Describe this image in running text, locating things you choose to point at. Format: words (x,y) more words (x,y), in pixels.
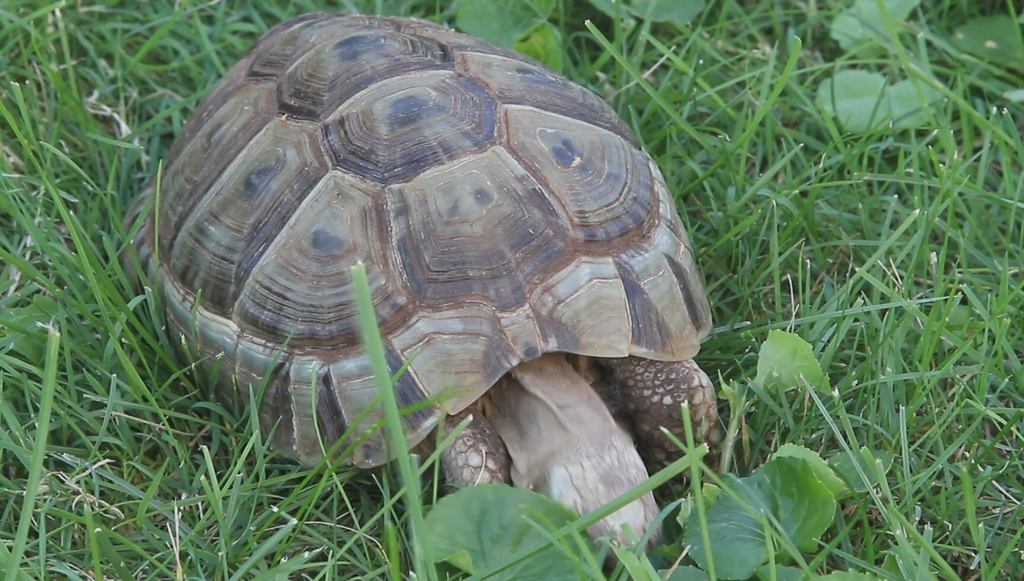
In this image I can see a tortoise (523,442) on the ground (525,509). Around this I can see the grass (731,116) and few plants (717,528).
